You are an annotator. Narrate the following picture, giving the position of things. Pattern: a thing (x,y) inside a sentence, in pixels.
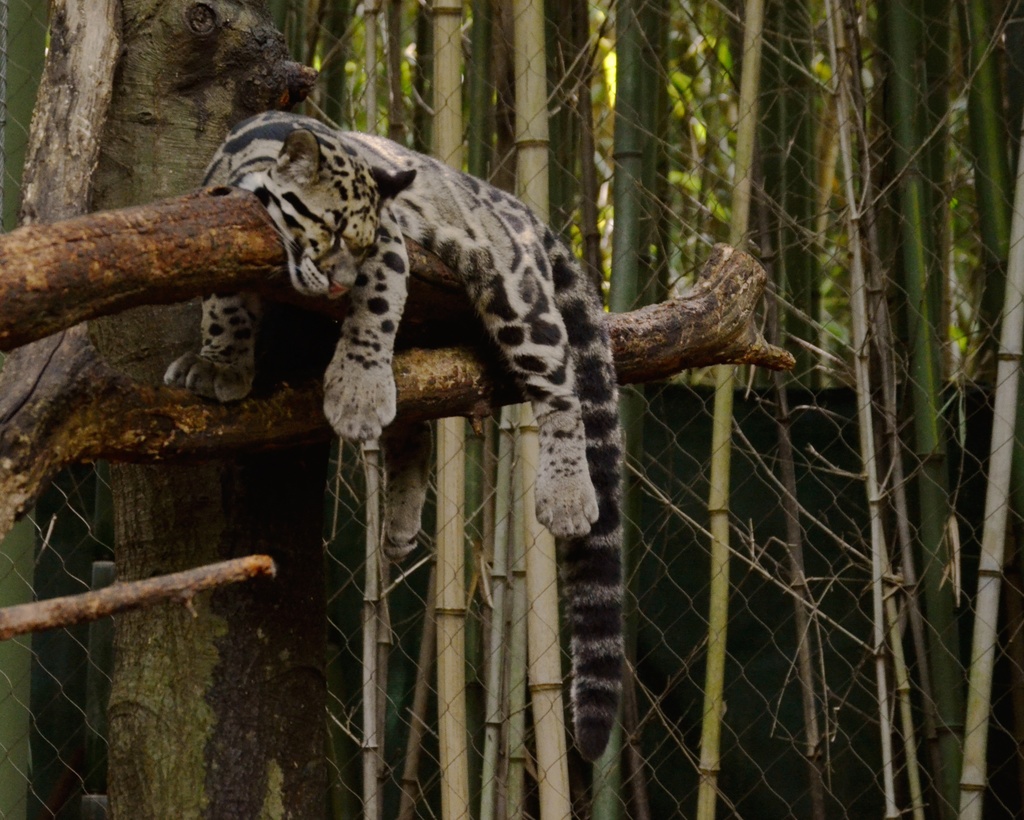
In the foreground (339,365) I can see an animal (334,384) on the branch (259,253) of a tree (279,270). In the background (423,691) I can see a fence (546,693) and bamboo trees (497,97). This image is taken may be in a zoo during a day.
